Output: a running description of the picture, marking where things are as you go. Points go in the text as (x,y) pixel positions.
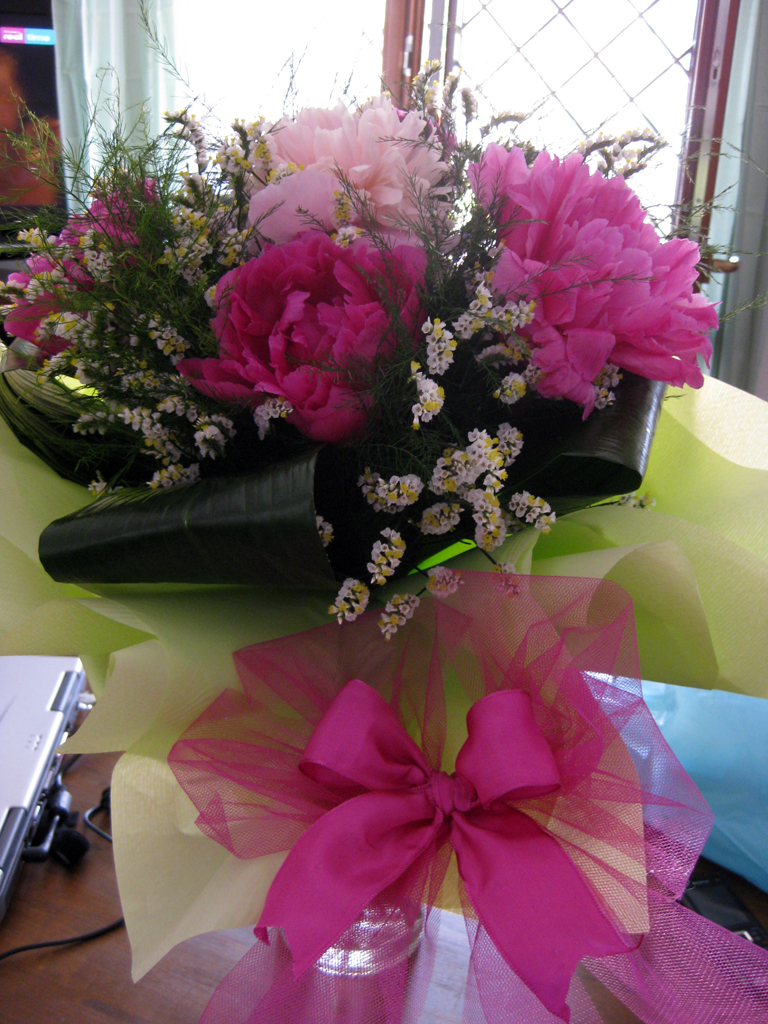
In this image we can see a bouquet (232,551) placed on the surface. On the left side of the image (9,799) we can see a laptop (38,746) with cable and on the right side of the image (710,892) we can see a mobile (738,916). In the background (717,69), we can see a screen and the windows (270,97).
